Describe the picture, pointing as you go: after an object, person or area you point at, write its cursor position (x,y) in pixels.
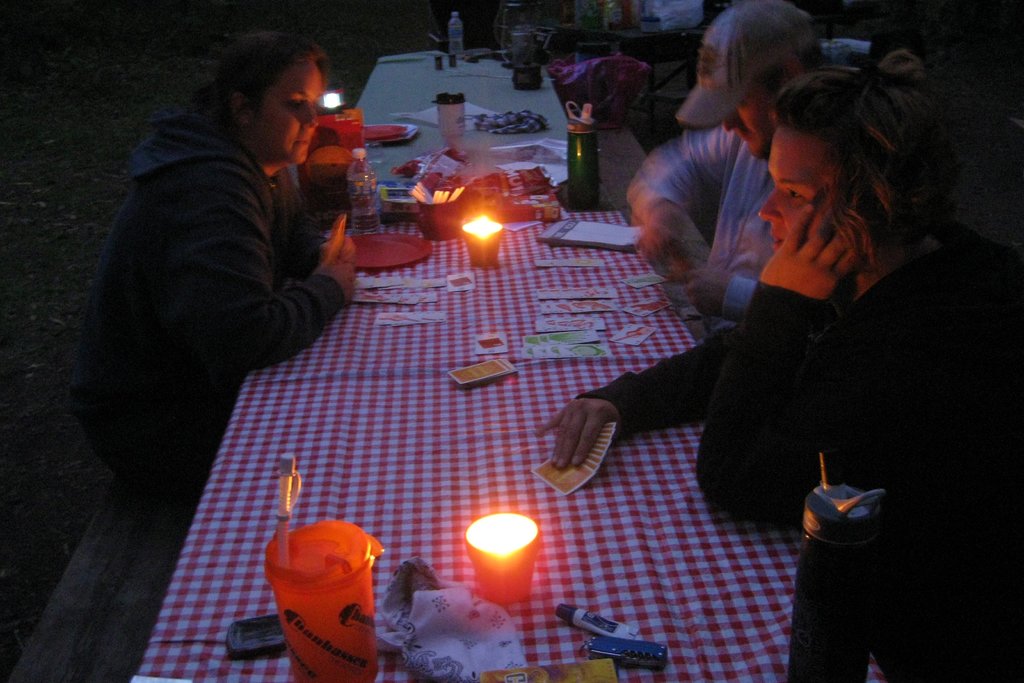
In this image, in the middle (611,452) there is a table (691,545) on that table (645,481) there is a red color cloth (466,420) and there are some glasses (294,651) and there are some cards (576,351) and there are some bottles (576,200) on the table (518,179), there are some people (912,510) sitting on the benches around the table (452,296).
